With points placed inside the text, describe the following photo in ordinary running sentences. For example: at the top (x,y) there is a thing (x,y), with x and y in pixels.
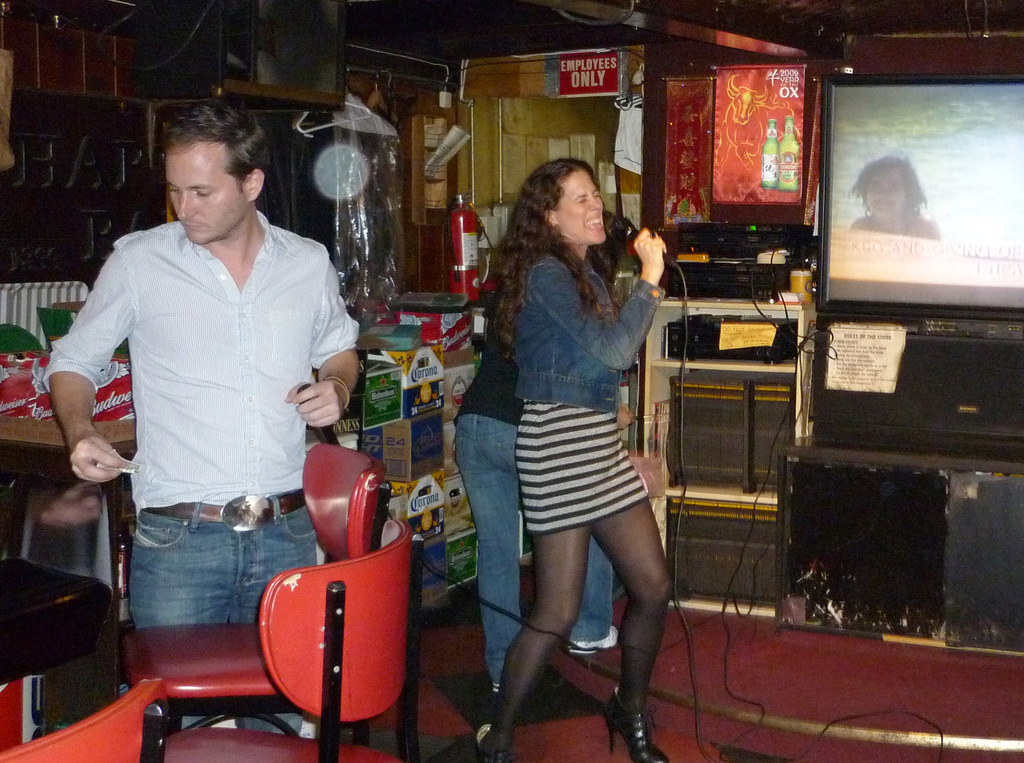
This picture is clicked inside the room (97,479). Man (212,377) in white shirt (212,377) and blue jeans (166,602) is standing near the chair (309,673). Beside him, woman (544,367) in blue jacket (561,361) is holding microphone (617,225) in her hand (660,264) and singing on it. Behind her, we see many plastic and carton boxes (376,355) placed on red carpet (442,635). We even see fire extinguisher (475,207). On the right corner of the picture (847,178), we see television (892,158) and beside that, we see white cupboard (775,452).
